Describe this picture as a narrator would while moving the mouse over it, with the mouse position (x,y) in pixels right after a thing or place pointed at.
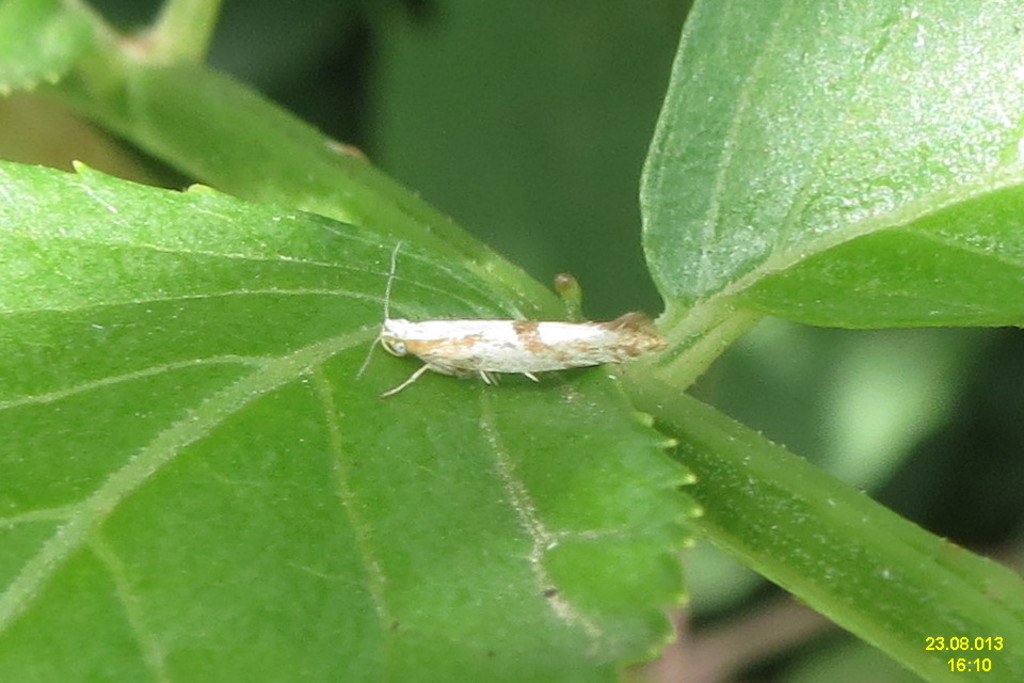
In this picture I can see 2 leaves (718,221) and I can see an insect (400,246) on the left leaf (309,302) and I see that the insect (491,360) is of white and brown color. On the bottom right corner of this picture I can see the watermark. I see that it is blurred in the background (469,21).
